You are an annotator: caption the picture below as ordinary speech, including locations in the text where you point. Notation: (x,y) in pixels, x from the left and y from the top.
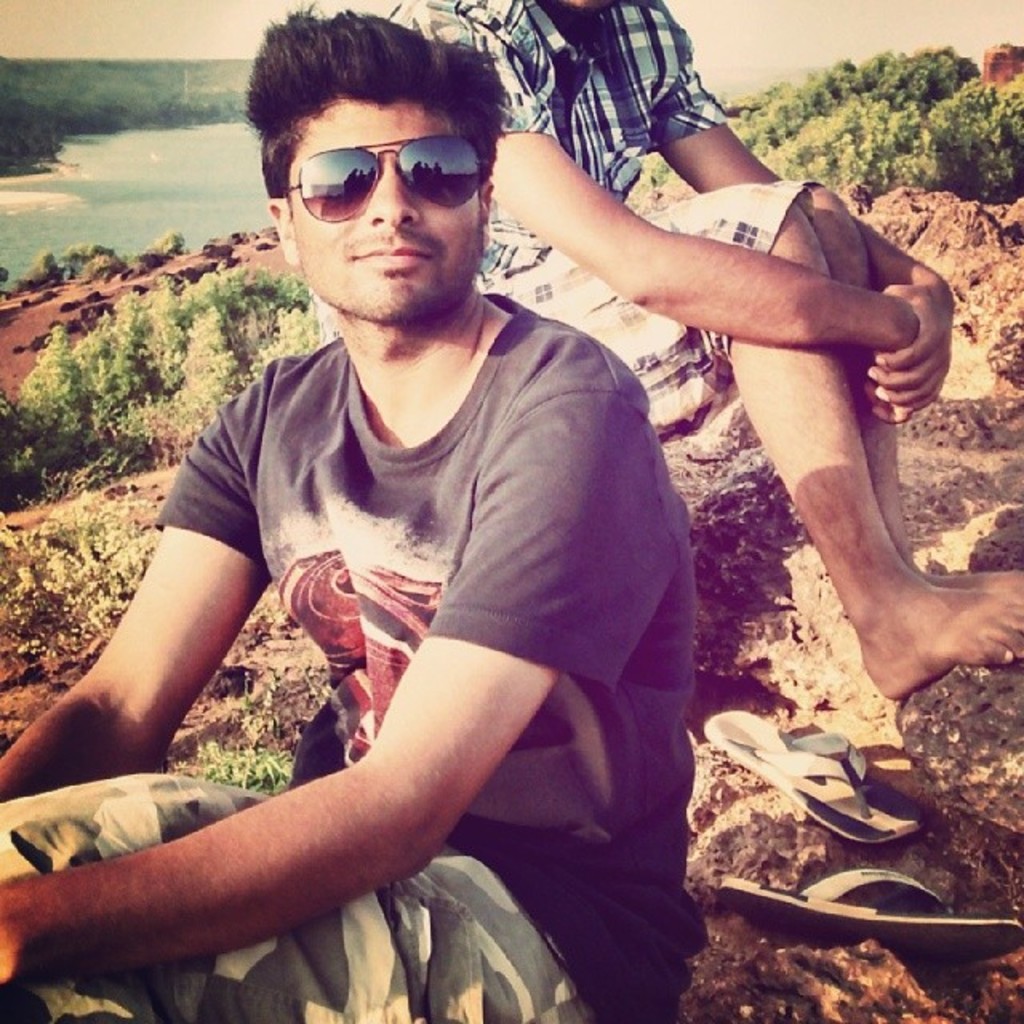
Here we can see two men (661,617) sitting on the rock (772,809) and on the right (831,809) there is footwear (759,728) on the rock (804,846). In the background (54,281) we can see plants (164,341), stones (22,302), water (175,149), trees (50,97) and sky (692,36).
